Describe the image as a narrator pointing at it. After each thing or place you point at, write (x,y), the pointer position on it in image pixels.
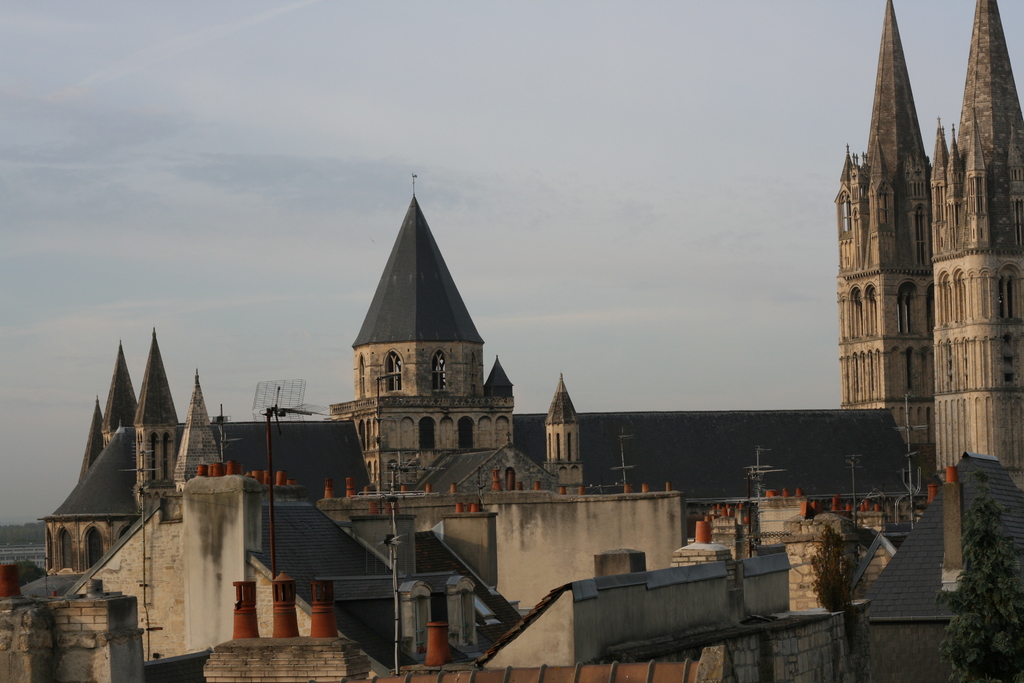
In this picture we can see some buildings (869,448), on the left side (267,409) it looks like an antenna (277,417), we can see the sky (165,303) at the top of the picture (285,82).
